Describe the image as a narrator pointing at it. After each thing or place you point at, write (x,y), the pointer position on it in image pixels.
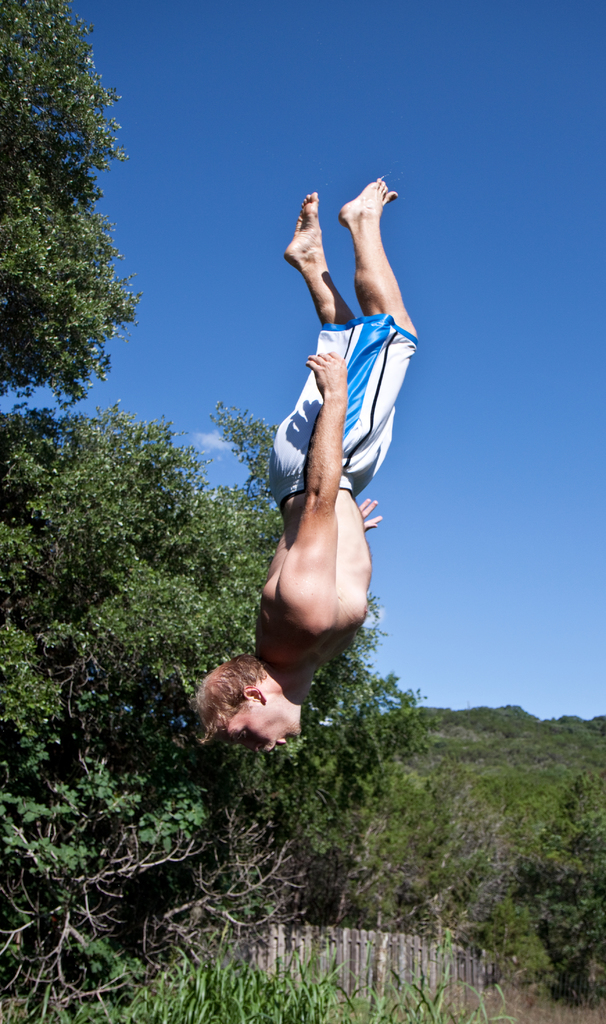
In this picture there is a person (333,504) in the air (387,521) and there are few trees (288,757) and a fence wall (352,968) in the background (401,951).
